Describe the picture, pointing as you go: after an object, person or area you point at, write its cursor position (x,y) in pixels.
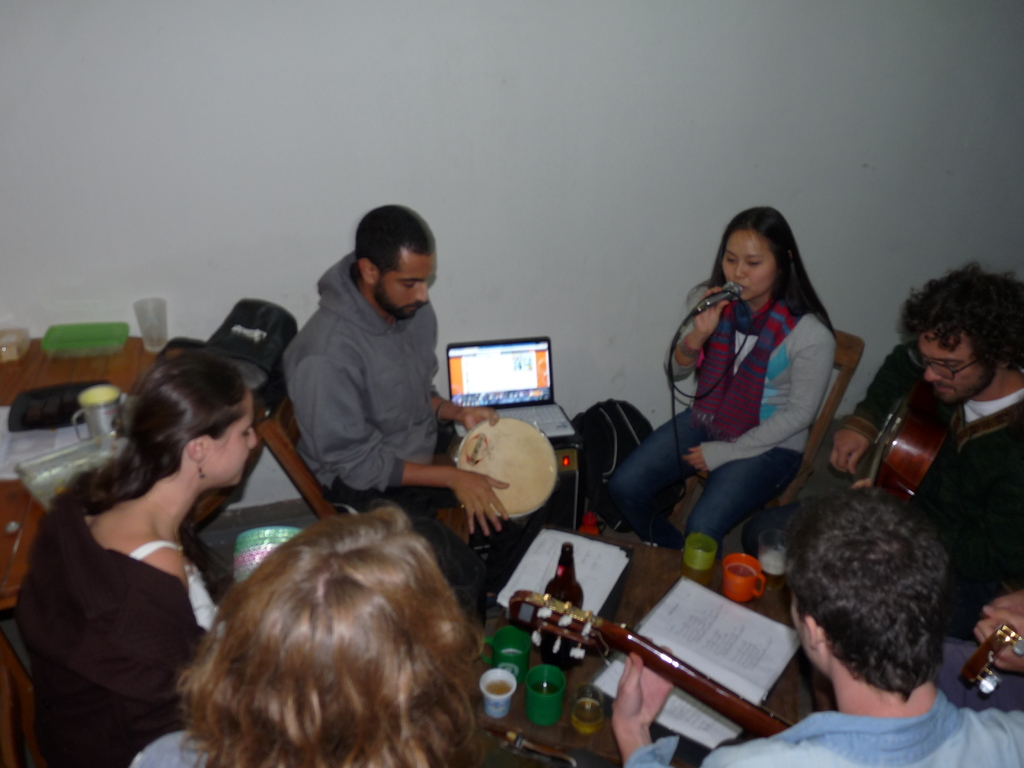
This picture is clicked inside. In the foreground (318,637) we can see the group of people (240,627) sitting on the wooden chairs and seems to be playing musical instruments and there is a woman (758,291) sitting on the chair (838,350) and holding a microphone (727,296) and seems to be singing. In the center (596,434) there is a table (587,670) on the top of which papers (584,556) and some other items (689,568) are placed and we can see a laptop (527,415), a bag (582,422) which is placed on the ground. On the left corner (86,343) we can see there are some items (83,416) placed on the top of the table (71,365). In the background (263,126) there is wall (697,184).
